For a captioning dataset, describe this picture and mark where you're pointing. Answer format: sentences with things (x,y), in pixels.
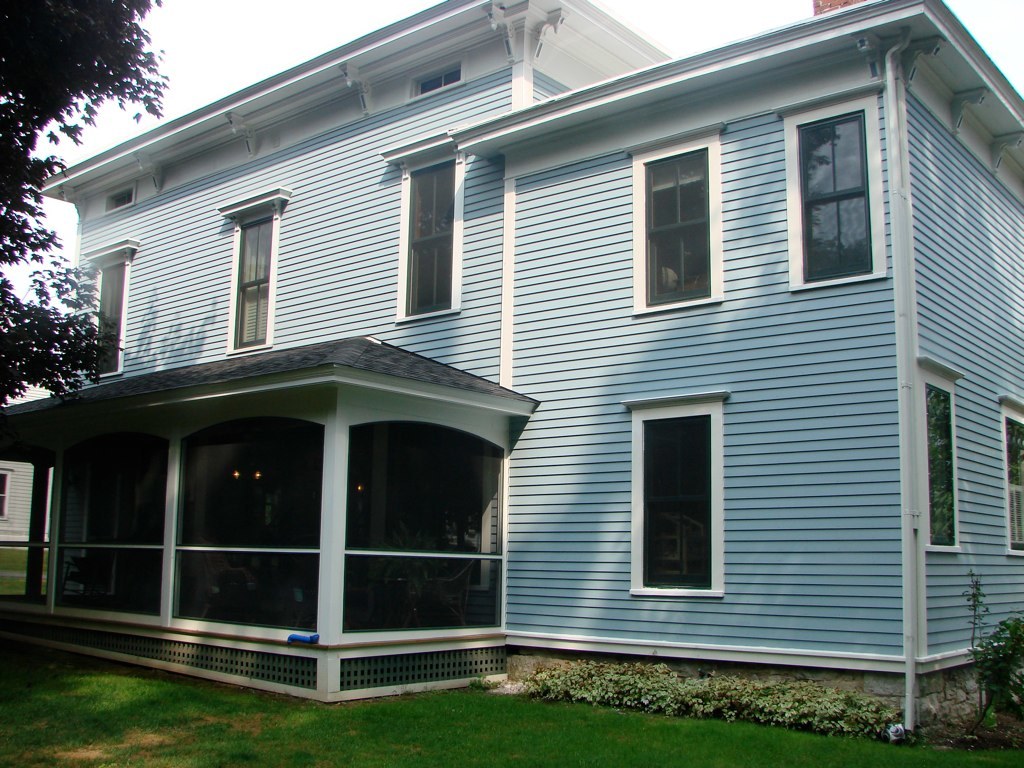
In this image I can see the house (549,449), few glass windows (953,544), trees (62,92) and the sky (250,39) is in white color.
